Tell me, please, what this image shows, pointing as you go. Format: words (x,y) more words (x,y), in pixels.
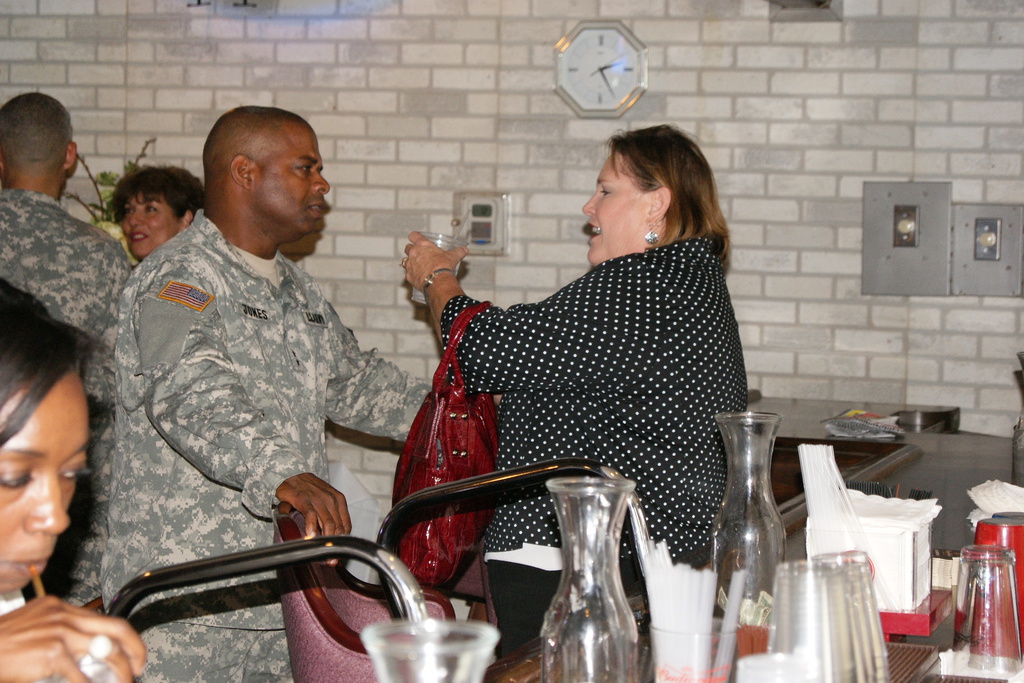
In the picture we can see a man (148,421) and a woman (702,430) standing, woman (702,430) is holding a glass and wearing a hand bag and man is in army uniform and beside them we can see a part of the table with some bottles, glasses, tissues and a woman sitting and drinking something and in the background (492,108) we can see the wall (656,102) with a clock (642,79) to it.
